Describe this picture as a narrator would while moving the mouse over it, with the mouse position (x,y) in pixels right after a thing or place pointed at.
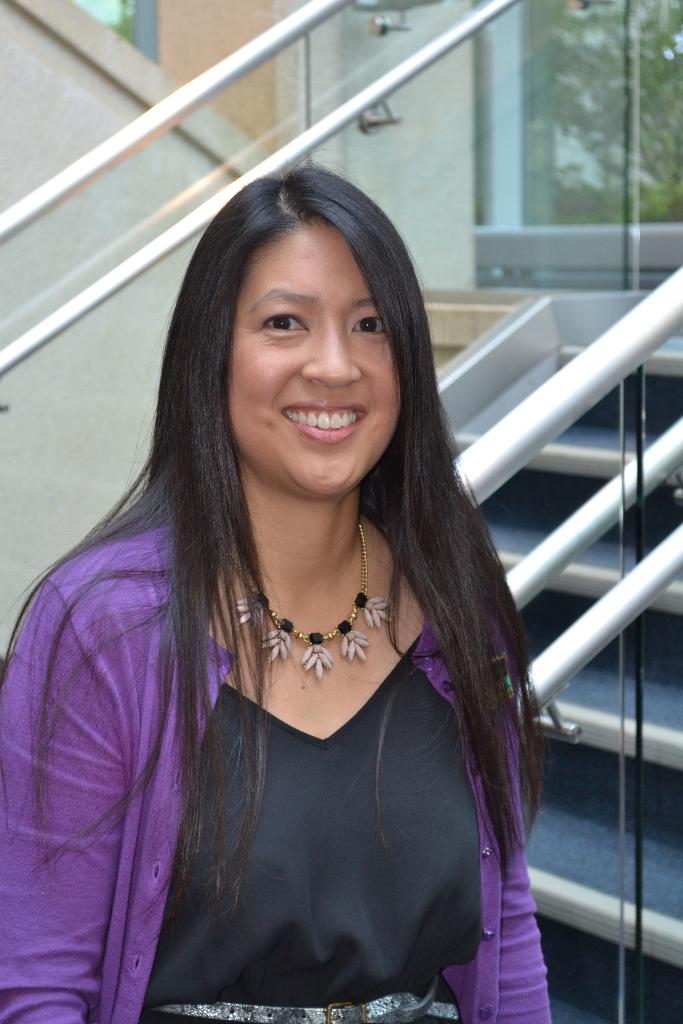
In this image there is a woman (264,608) in the center (320,604) having smile on her face (344,454). In the background (151,238) there is a staircase (524,381) and there is a wall (64,125). On the right side (618,130) there is a window (668,164) and outside the window (652,113) there are trees (597,125).
